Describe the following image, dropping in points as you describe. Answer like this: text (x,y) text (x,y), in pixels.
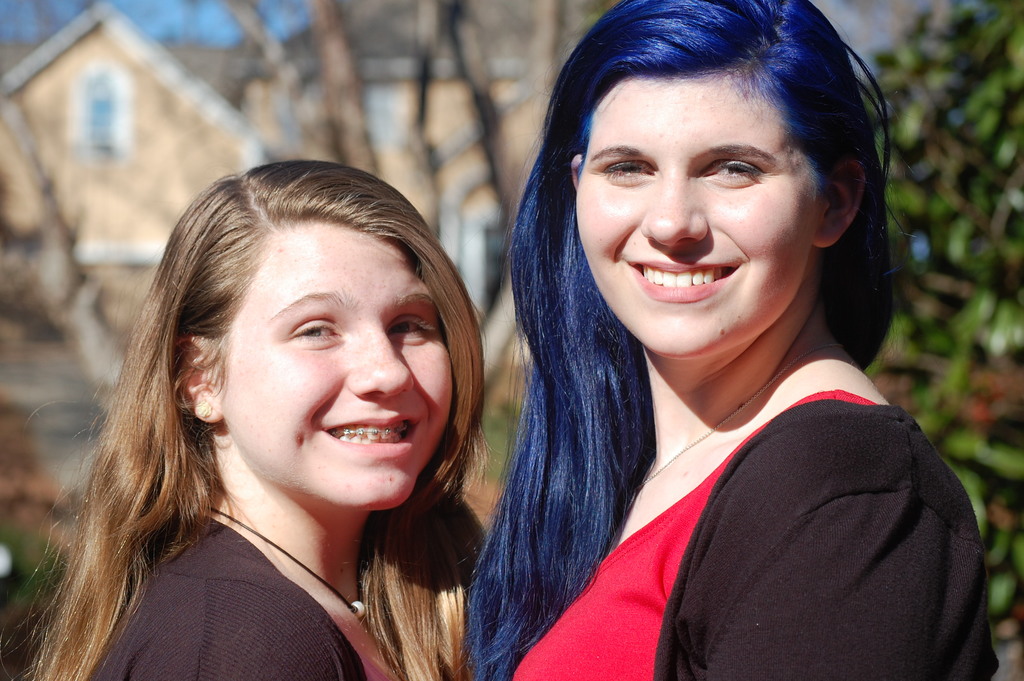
There are two women (442,482), they are smiling and in the background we can see buildings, trees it is blurry.
